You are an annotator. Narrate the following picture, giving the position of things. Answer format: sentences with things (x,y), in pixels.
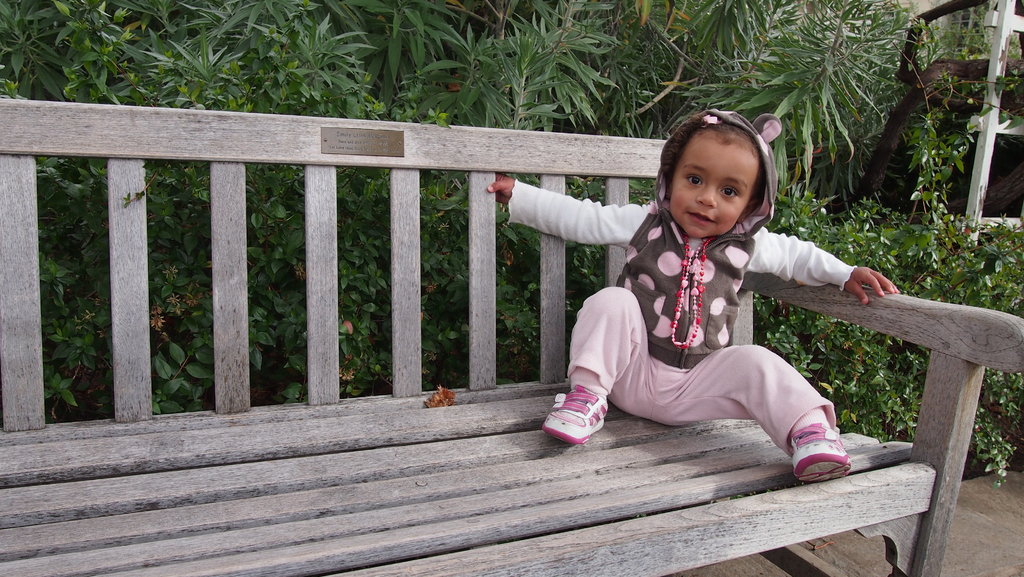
In the picture we can see a baby (690,205) sitting on the bench (396,296), in the background (228,49) we can see a plants (212,56) and stand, the bench (409,285) is made up of wooden made.
